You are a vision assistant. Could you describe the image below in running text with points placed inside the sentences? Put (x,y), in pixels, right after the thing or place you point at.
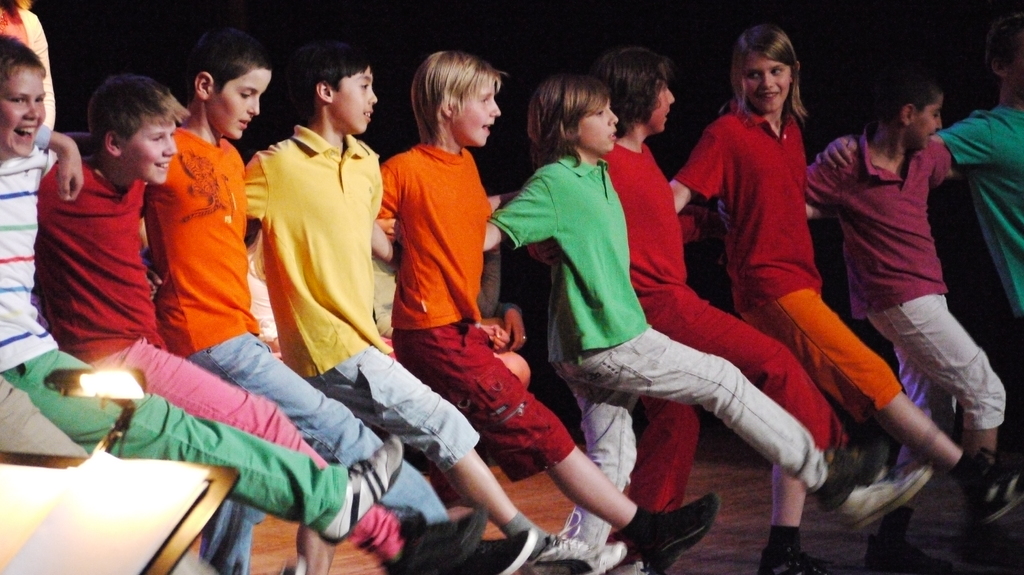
This picture seems to be clicked inside the hall (438,396). In the center (355,318) we can see the group of children (331,203) wearing t-shirts (334,186) and seems to be dancing. On the left (88,488) we can see the light (114,401) and papers (75,510) and some other objects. The background of the image (940,28) is very dark.
